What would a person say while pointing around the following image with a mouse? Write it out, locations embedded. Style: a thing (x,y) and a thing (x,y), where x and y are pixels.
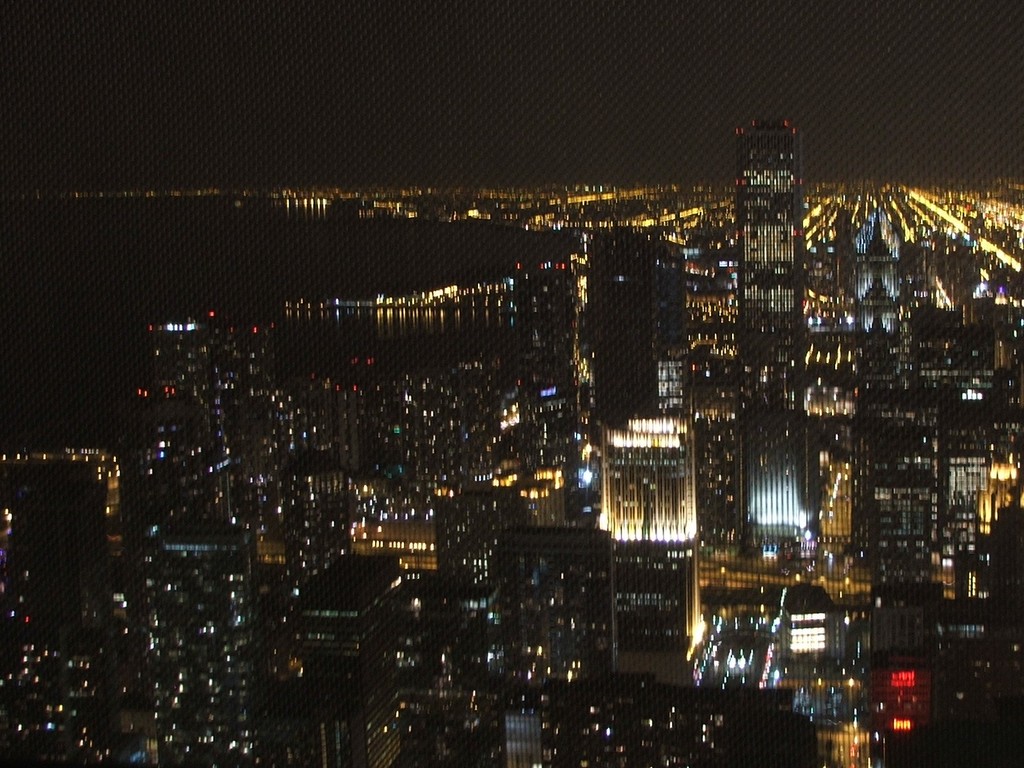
In this image there are many buildings (511,442). On the left (118,267) there is a sea (150,287). At the top (285,157) we can see sky (442,84).
